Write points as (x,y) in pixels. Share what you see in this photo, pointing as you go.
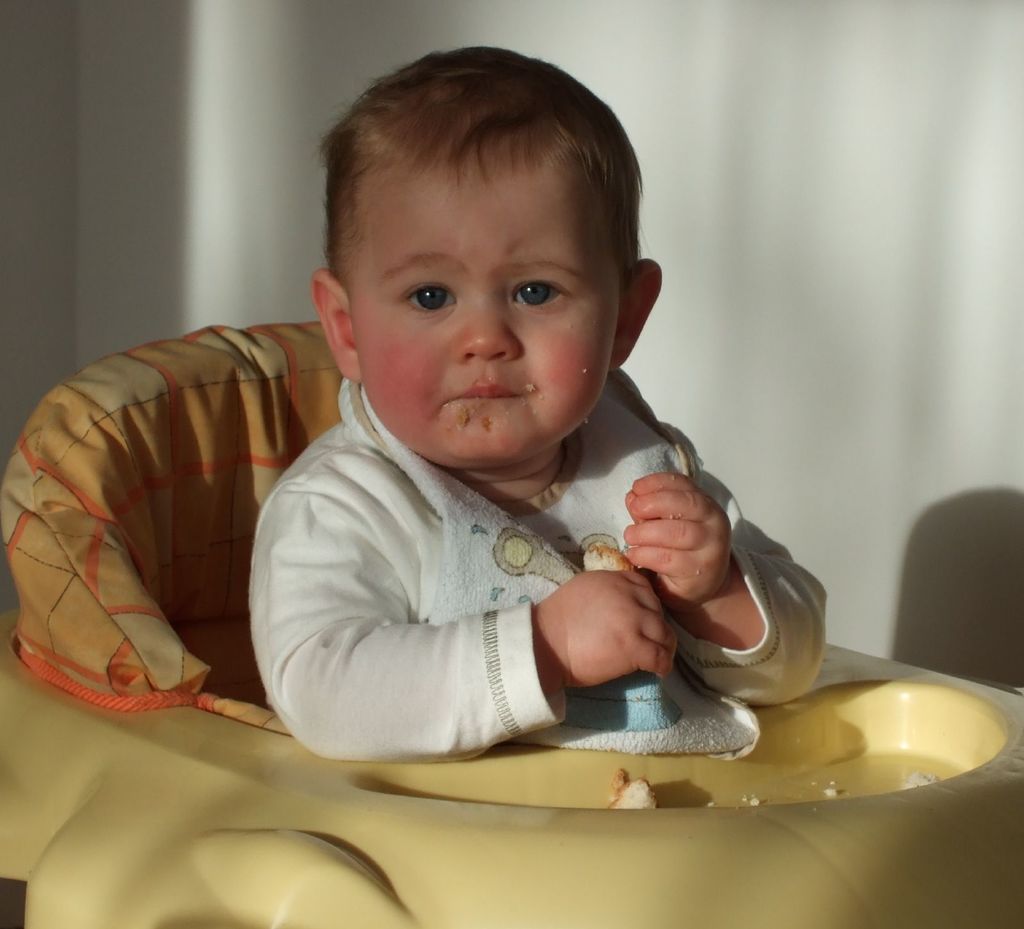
In this image we can see a kid (578,502) sitting on the chair (789,777). In the background (869,181) there is a wall (310,162).
